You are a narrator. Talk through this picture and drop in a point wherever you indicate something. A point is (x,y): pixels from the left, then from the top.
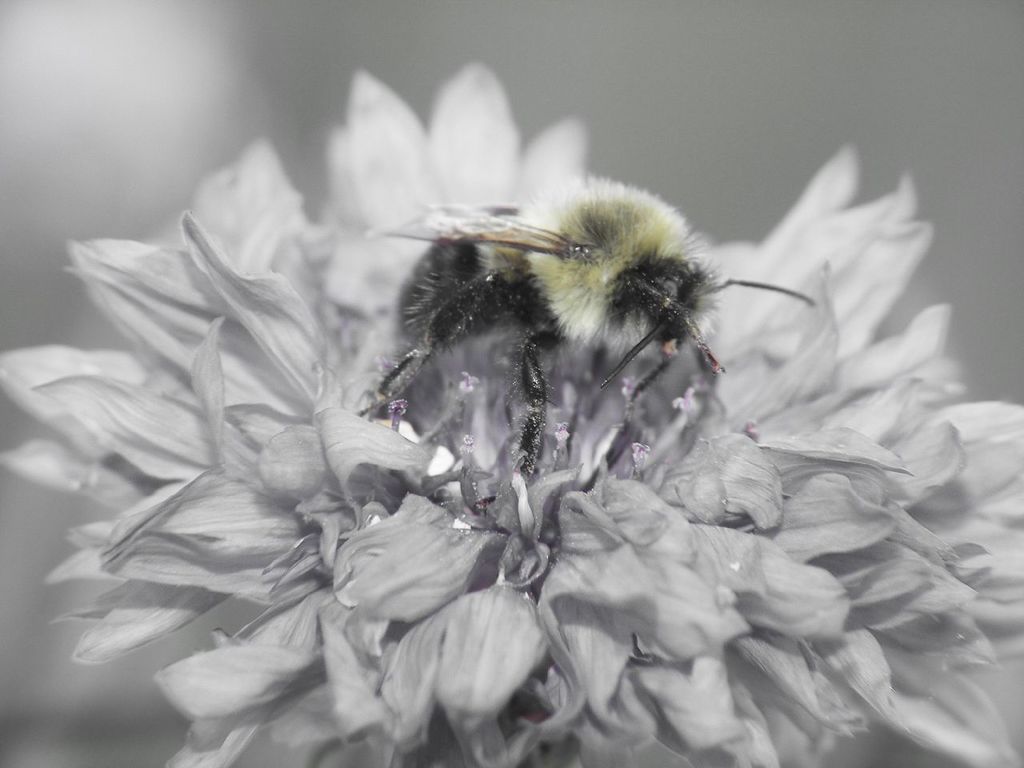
In the image we can see there is an insect (435,343) sitting on the flower (542,465) and the image is mostly in black and white colour.
